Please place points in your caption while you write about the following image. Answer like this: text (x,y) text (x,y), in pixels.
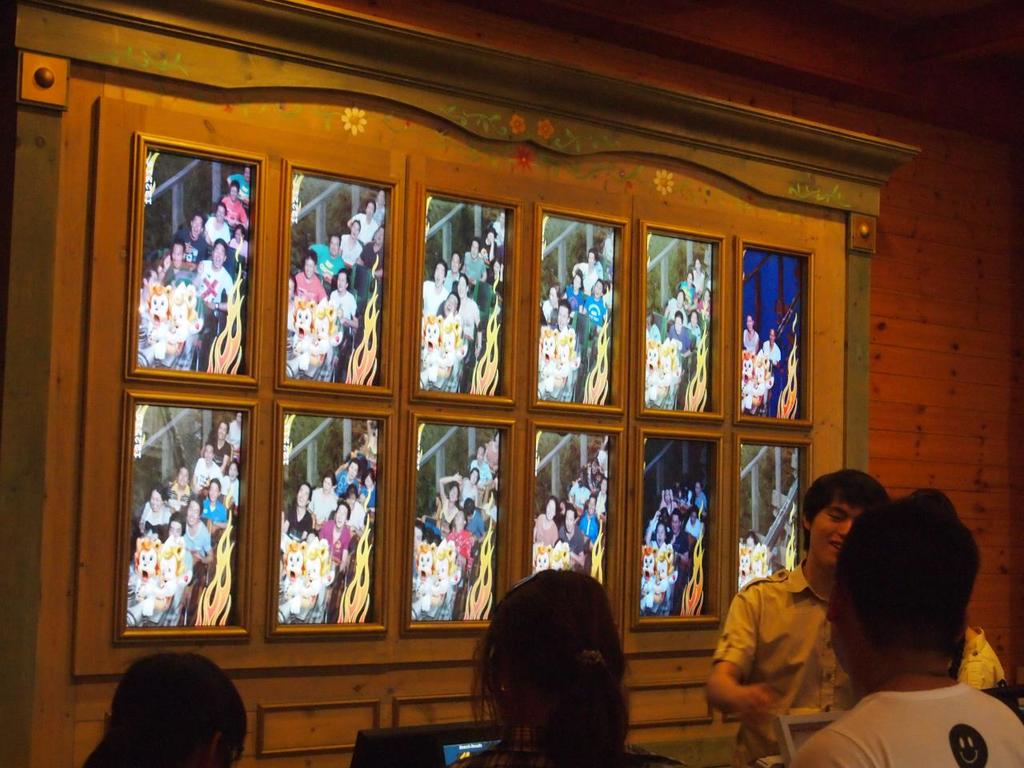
In this picture we can see some people (519,620) where a man (837,507) smiling and in the background (780,557) we can see photo frames (553,255) on the wall (63,387).
